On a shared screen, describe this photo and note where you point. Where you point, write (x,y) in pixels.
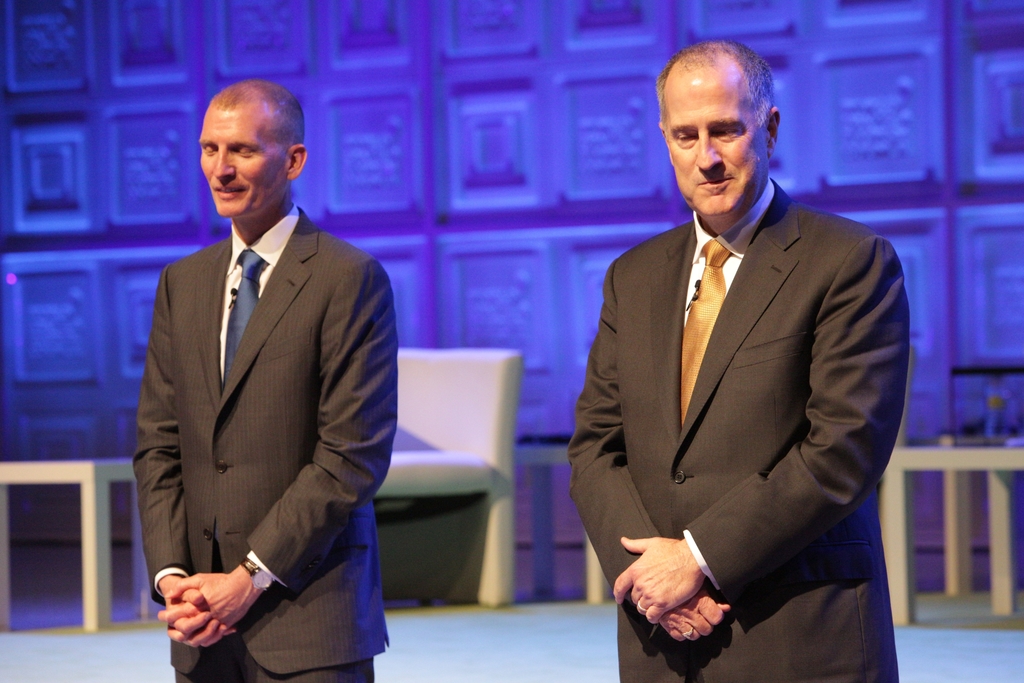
In this image, we can see people (352,499) standing and in the background (7,257), there are tables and we can see a wall (438,138).
